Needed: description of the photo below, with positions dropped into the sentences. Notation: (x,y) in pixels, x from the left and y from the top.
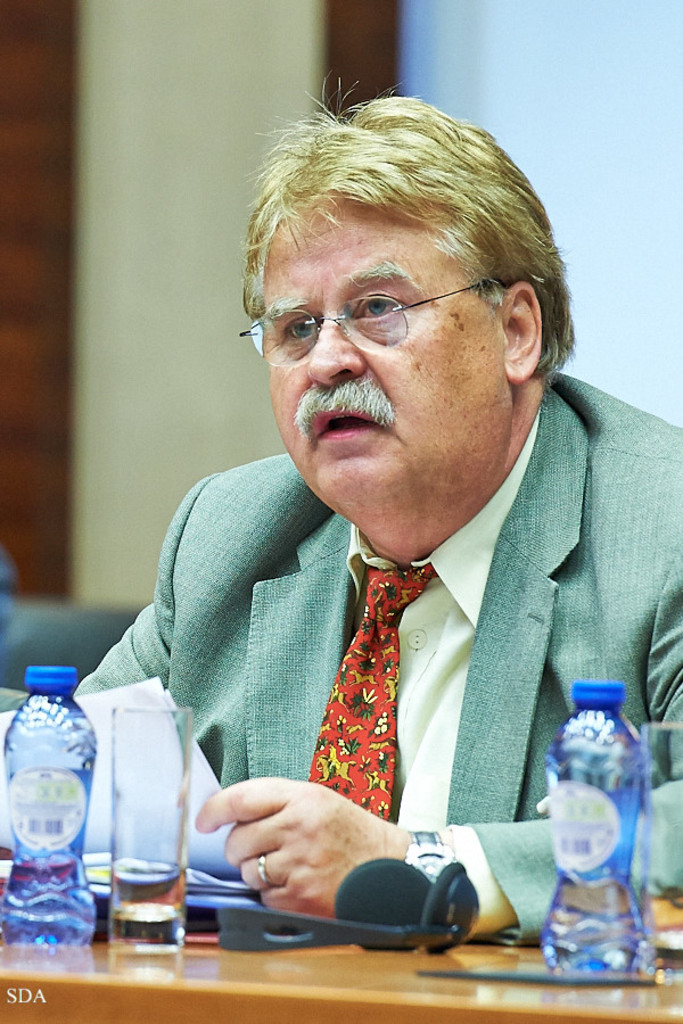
in this image one person (381,843) is sitting on the chair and in front of the person (476,930) the table (361,964) is there and some bottles (45,872), some glasses (153,895), some head phones (393,907) and some papers (221,846) are there on the table (326,951) the person (533,664) who is sitting on the chair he is wearing some white shirt (426,655), some coat (290,653) and he is wearing the glass (402,333) and the back ground (245,74) is white.
